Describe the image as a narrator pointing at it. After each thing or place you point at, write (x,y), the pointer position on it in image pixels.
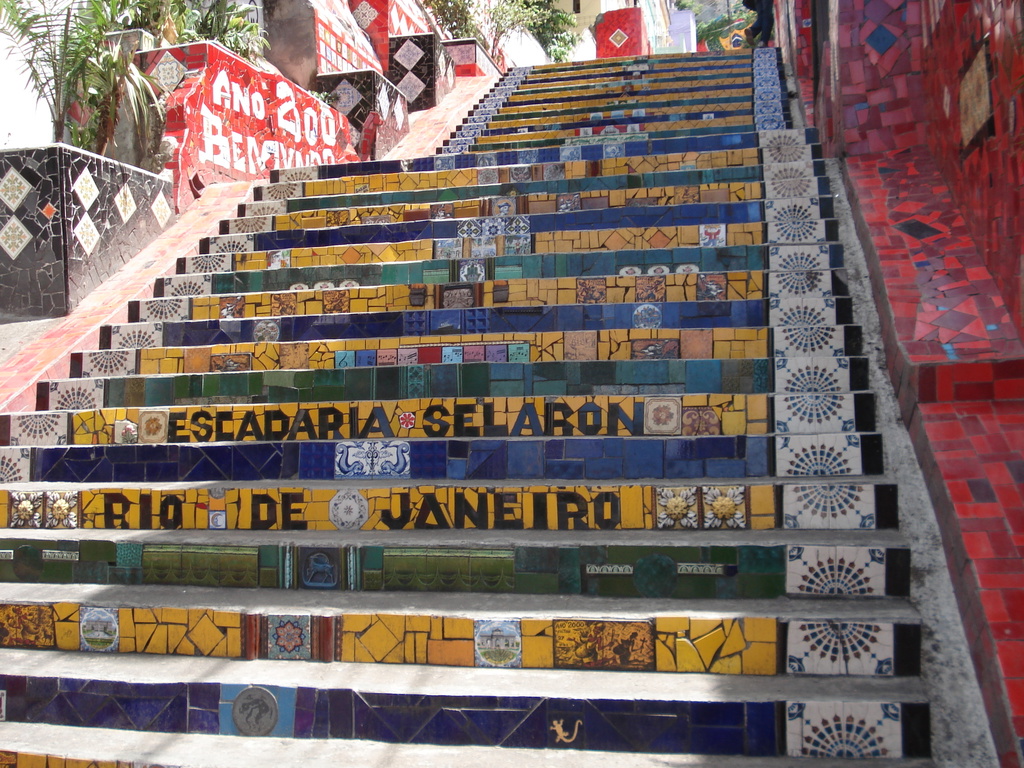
In this image I can see number of stairs (350,455) which are yellow, black, red and white in color. I can see walls (252,140) on both sides of the stairs (774,76) which are painted with red, white and black in color. I can see few trees (238,45) and few buildings (592,17) in the background (651,22).
